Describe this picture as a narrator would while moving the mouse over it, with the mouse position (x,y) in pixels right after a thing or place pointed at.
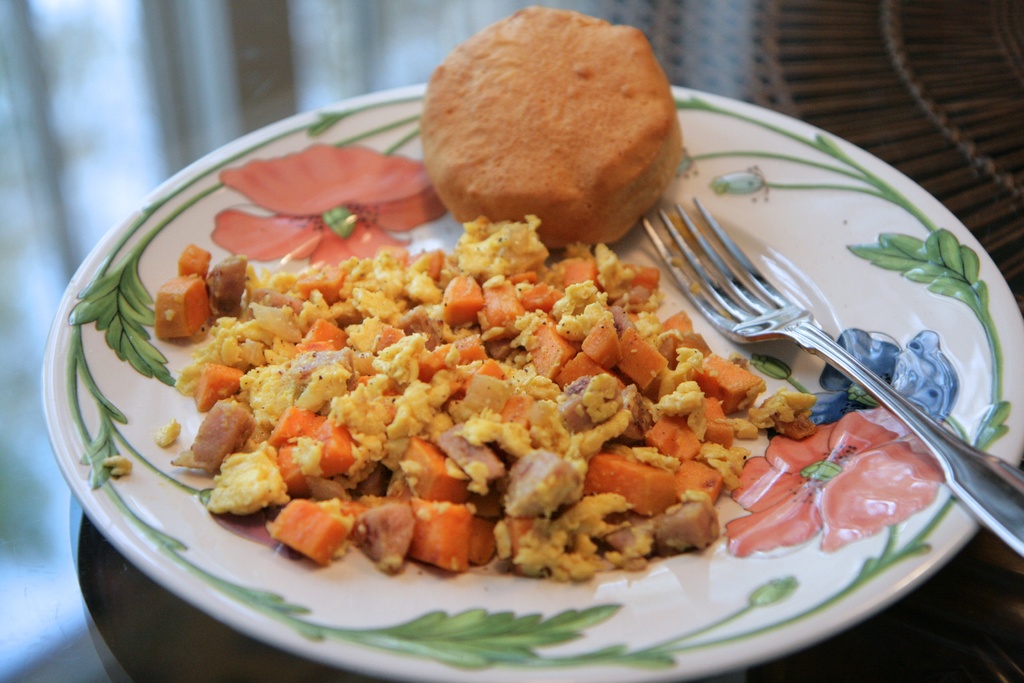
In this picture there is food (467,282) and there is a fork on the floral plate (887,483). At the bottom (861,649) it looks like a table (927,40).
